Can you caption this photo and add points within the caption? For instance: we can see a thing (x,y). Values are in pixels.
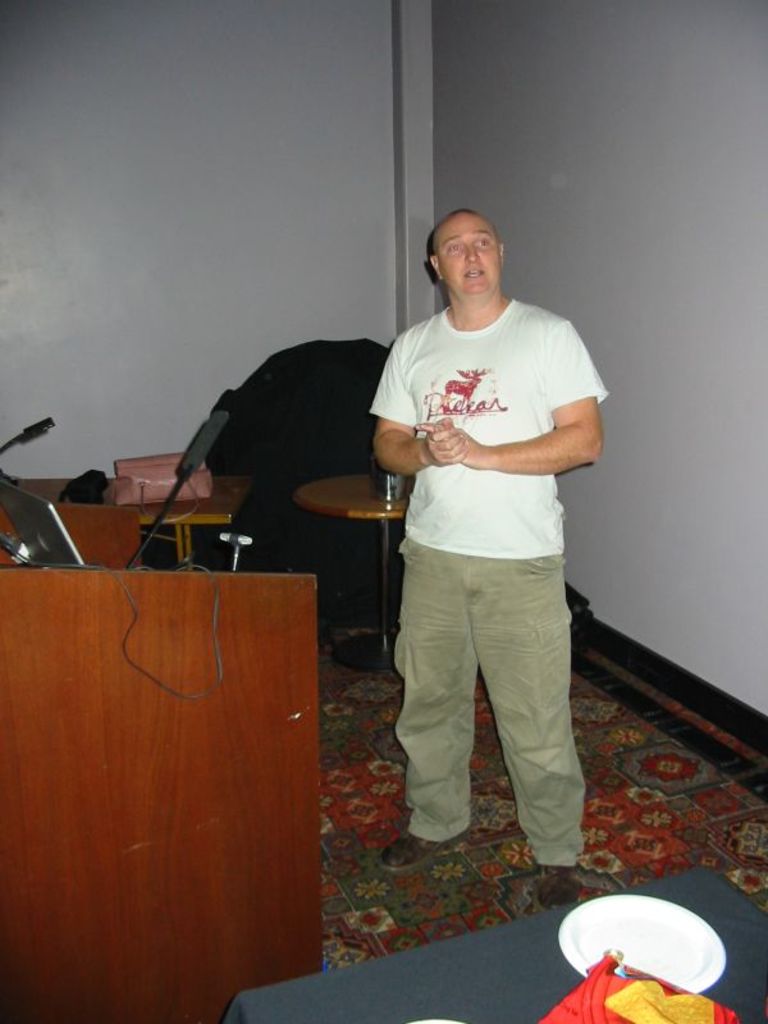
As we can see in the image there is a white color wall (147,136), tables (229,489), plate (631,931), a man (510,600) wearing white color t shirt (467,414) and standing over here.
